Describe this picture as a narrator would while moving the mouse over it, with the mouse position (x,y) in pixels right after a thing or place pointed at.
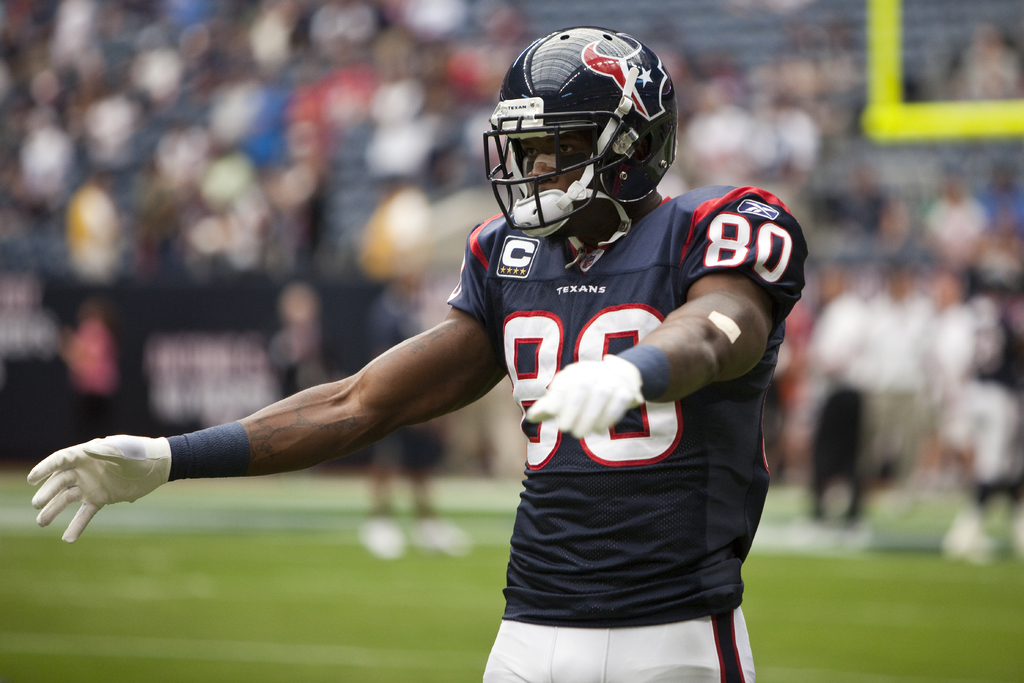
In this image we can see a player (560,293) wearing the helmet (540,59) and the background (907,597) is blurred with the people (211,9) and also the ground (862,560).
